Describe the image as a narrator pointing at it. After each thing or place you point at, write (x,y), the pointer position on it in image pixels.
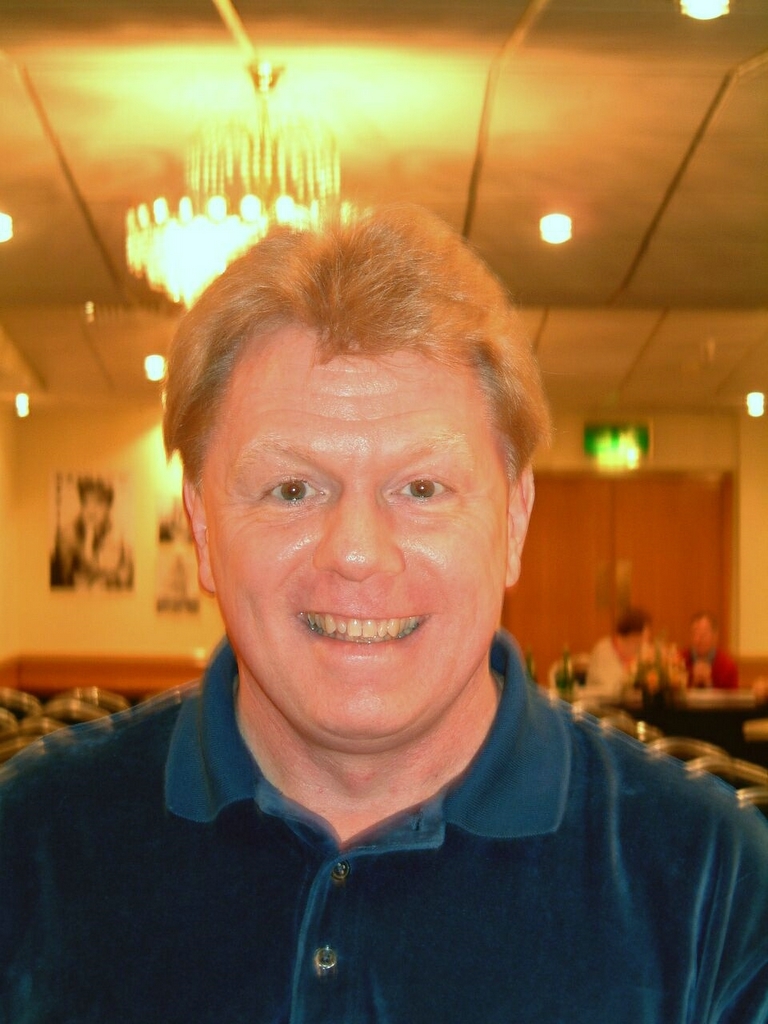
In this image there is a man (554,868) standing, in the background (717,646) there are chairs (722,758) and two men (707,655) is sitting on chairs (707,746), there is a wall (30,475), at the top (540,53) there is a ceiling (650,74) and lights (202,179) and it is blurred.
